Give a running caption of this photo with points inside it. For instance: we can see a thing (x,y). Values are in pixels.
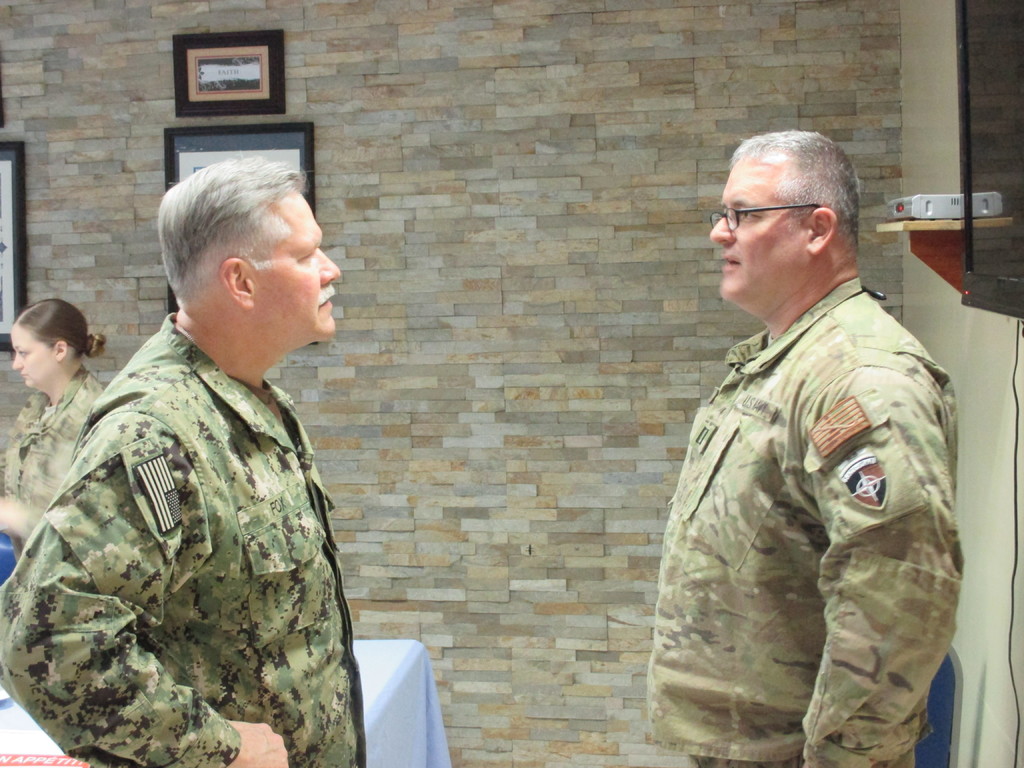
In this image, we can see two men (831,562) standing, at the left side (51,410) there is a woman (58,421) standing, in the background (546,403) there is a wall (526,147) and there are some photos (178,150) on the wall (132,193).
